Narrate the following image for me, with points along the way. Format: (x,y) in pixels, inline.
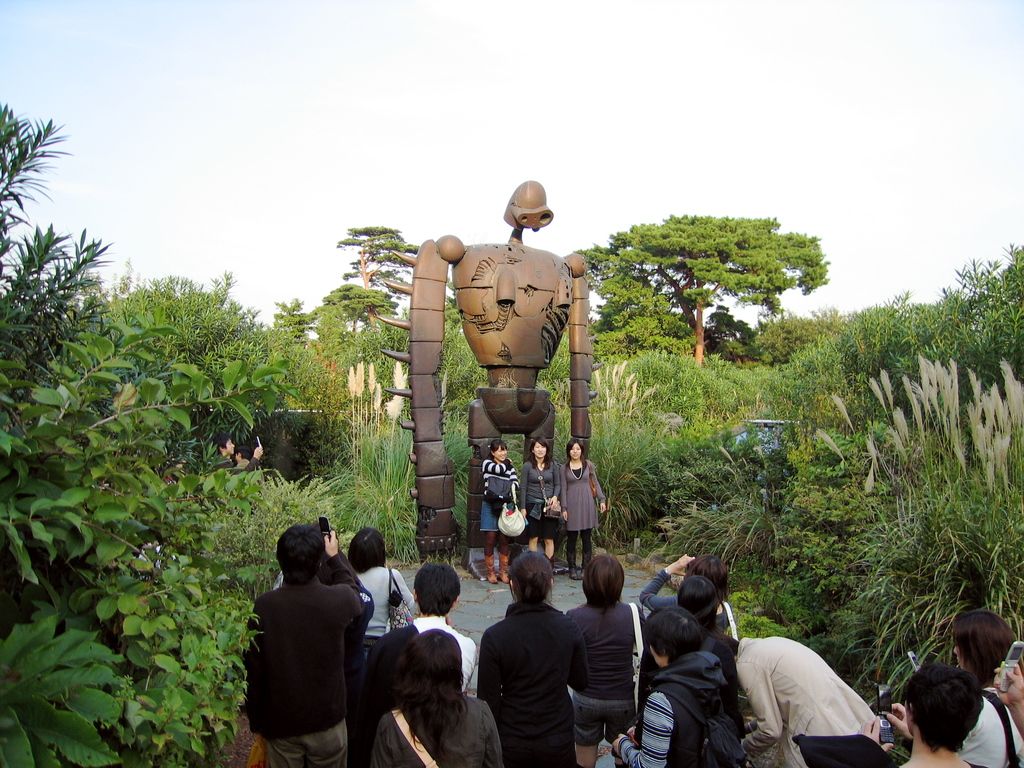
This image consists of many people (382,614). In the front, there is a statue (537,424). It looks like a robot (440,467). To the left (145,631) and right, there are plants (294,406). In the background (314,312), there are many trees (727,316).
